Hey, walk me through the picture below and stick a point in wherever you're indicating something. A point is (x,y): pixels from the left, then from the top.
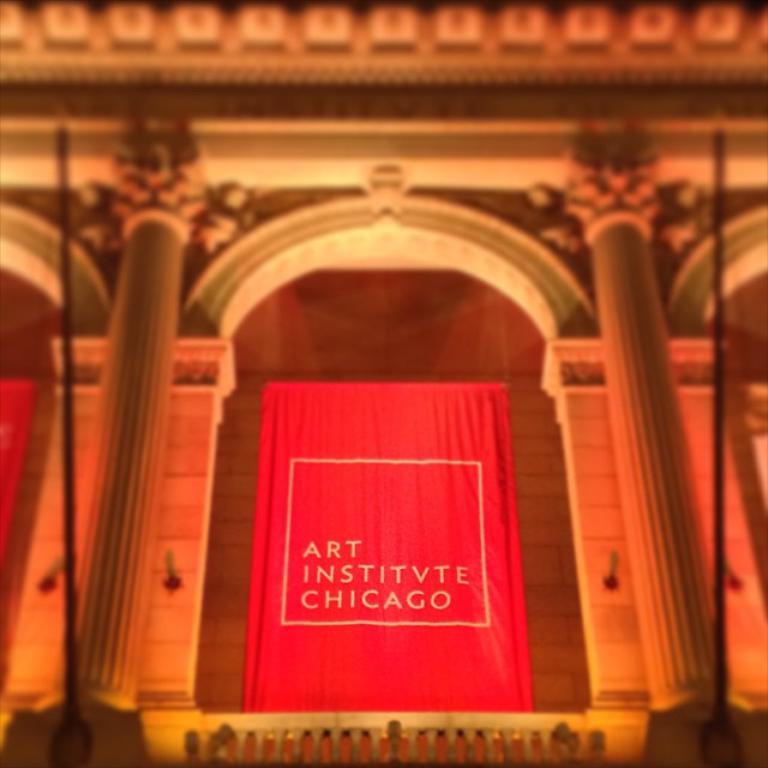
In this image we can see a building (358,258), there are pillars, there is a curtain (369,570), also we can see the text (449,578) on the image, and the background (759,526) is blurred.
